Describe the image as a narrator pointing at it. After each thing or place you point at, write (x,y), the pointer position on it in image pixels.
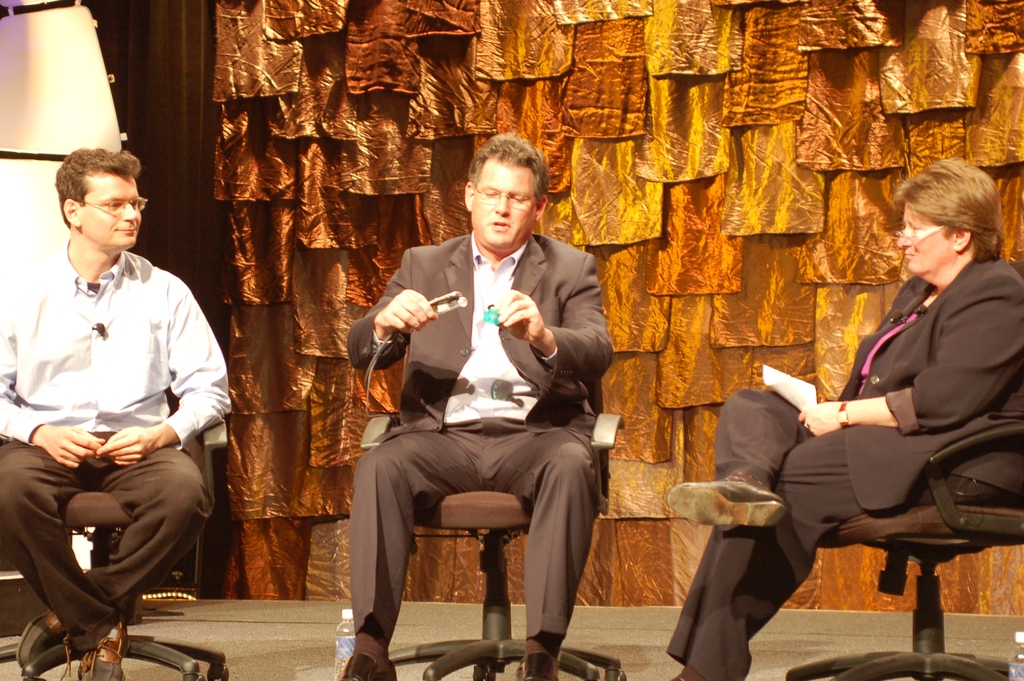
There are two men (577,286) and one lady (970,404) is sitting on a stage (445,621). To the right side (950,430) there is a lady (961,455) sitting on a chair (940,484). In the middle (539,300) there is a man (533,325) sitting with the black jacket (572,303). And the men (85,315) with the white shirt (87,333) is sitting in the left corner (129,288). At the back of them there is a background (702,197).
